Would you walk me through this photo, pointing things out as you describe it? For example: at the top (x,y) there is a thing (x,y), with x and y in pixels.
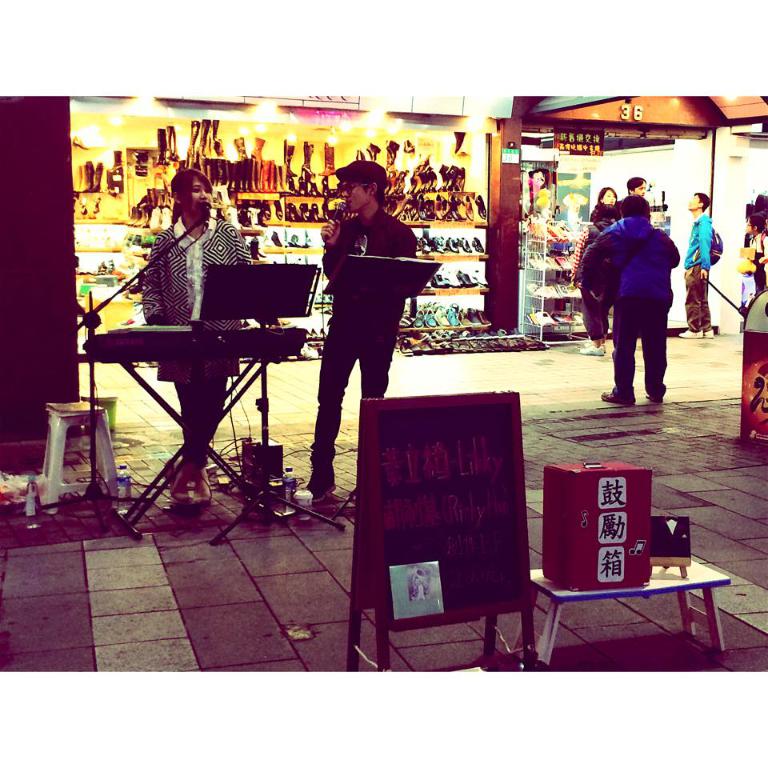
In this image we can see a man (387,223) and woman (214,246) is standing and singing. Man (374,218) is holding mic (340,215) in his hand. Right side of the image (522,536) we can see a banner (459,533), a table (654,576). On table (661,584) one box (600,528) is there. Background of the image (457,203) shoes shops (531,193) are present.
